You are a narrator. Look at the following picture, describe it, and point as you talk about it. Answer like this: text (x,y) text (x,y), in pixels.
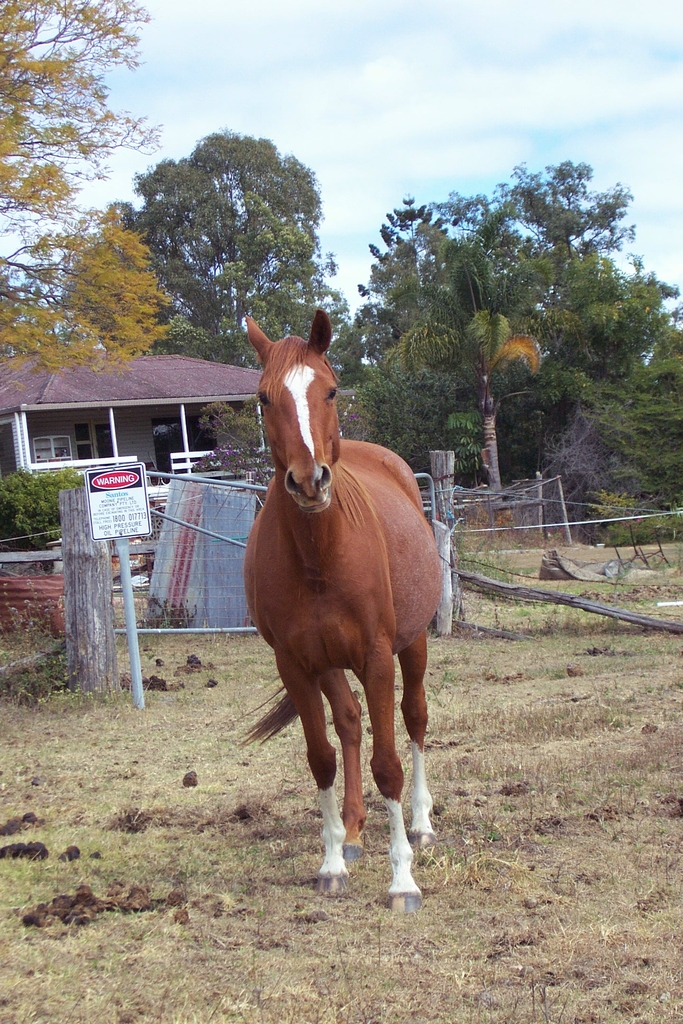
In the picture we can see a grass surface (585,653) on it we can see a horse (267,600) which is brown in color and some part white in color to its legs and behind it we can see a gate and behind it we can see some plants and house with shed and poles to it and in the background (648,461) we can see some trees (424,361) and sky (457,59) with clouds (655,242).
